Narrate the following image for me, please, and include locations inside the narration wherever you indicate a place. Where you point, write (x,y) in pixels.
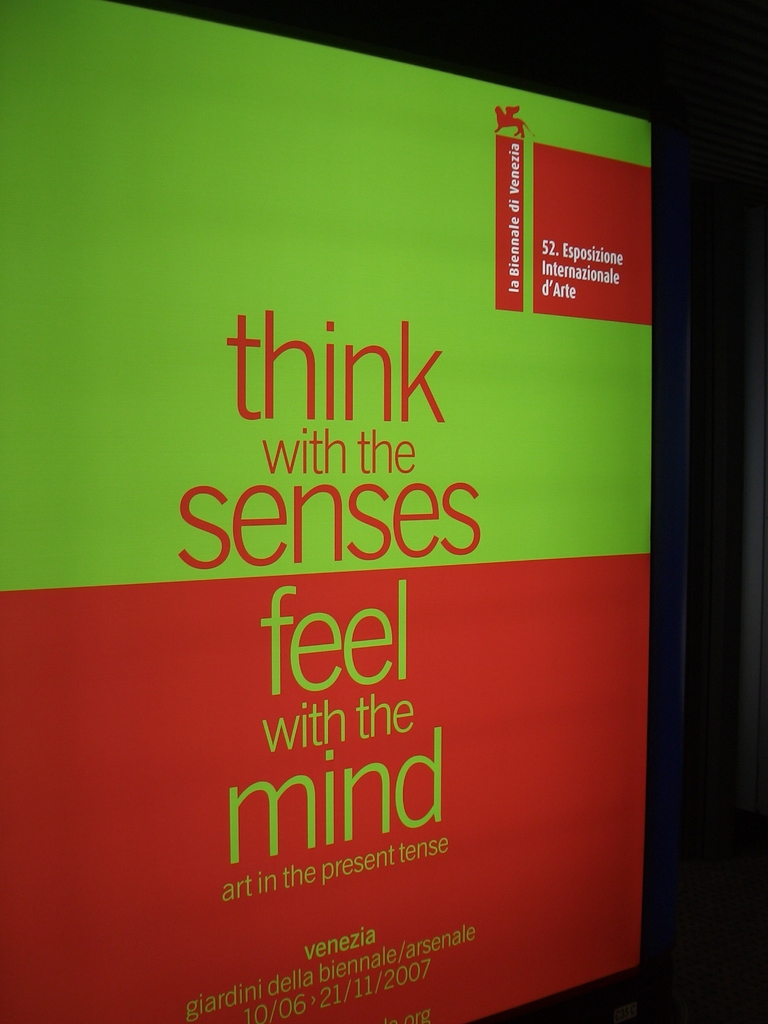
In this picture, it looks like a poster (270,690) and the poster (123,566) is in green and red color. On the poster (256,667) it is written something. Behind the poster (564,278), there is the dark background (515,14).
